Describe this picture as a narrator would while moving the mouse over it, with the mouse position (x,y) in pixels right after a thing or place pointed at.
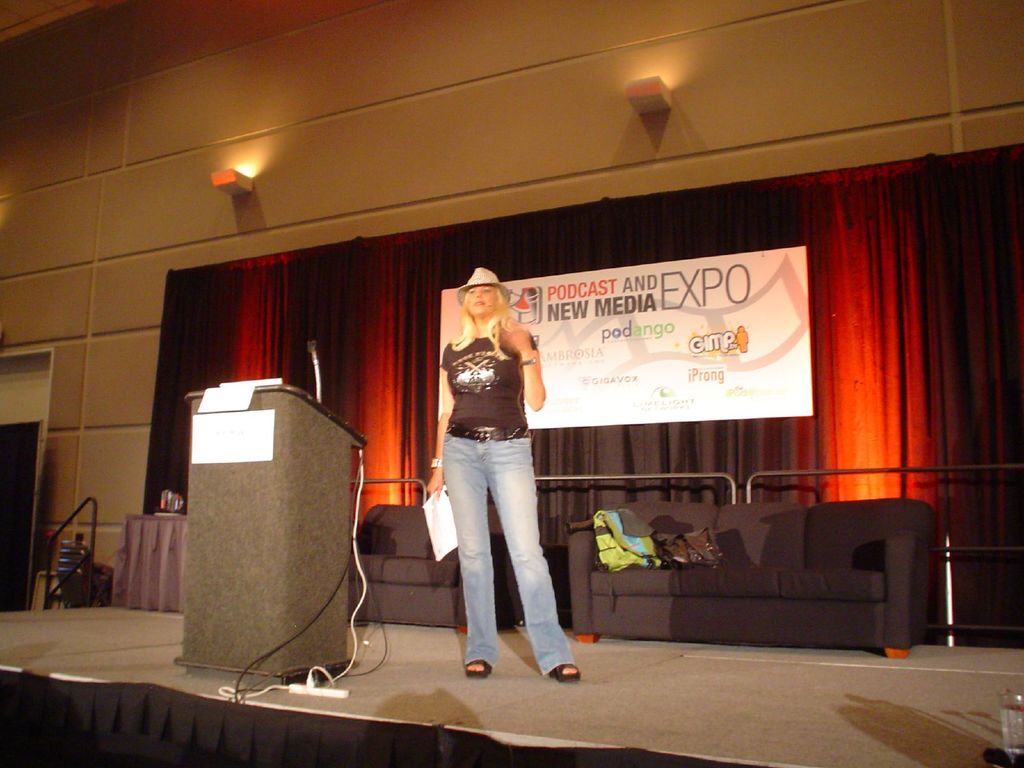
In this image I can see a person (469,308) standing wearing black shirt (518,378), blue color pant (543,561) and holding a paper (433,537). I can also see a microphone (316,403) and a podium (287,409), background (424,549) I can see two couches (401,535) in black color, a white color board (636,359).
